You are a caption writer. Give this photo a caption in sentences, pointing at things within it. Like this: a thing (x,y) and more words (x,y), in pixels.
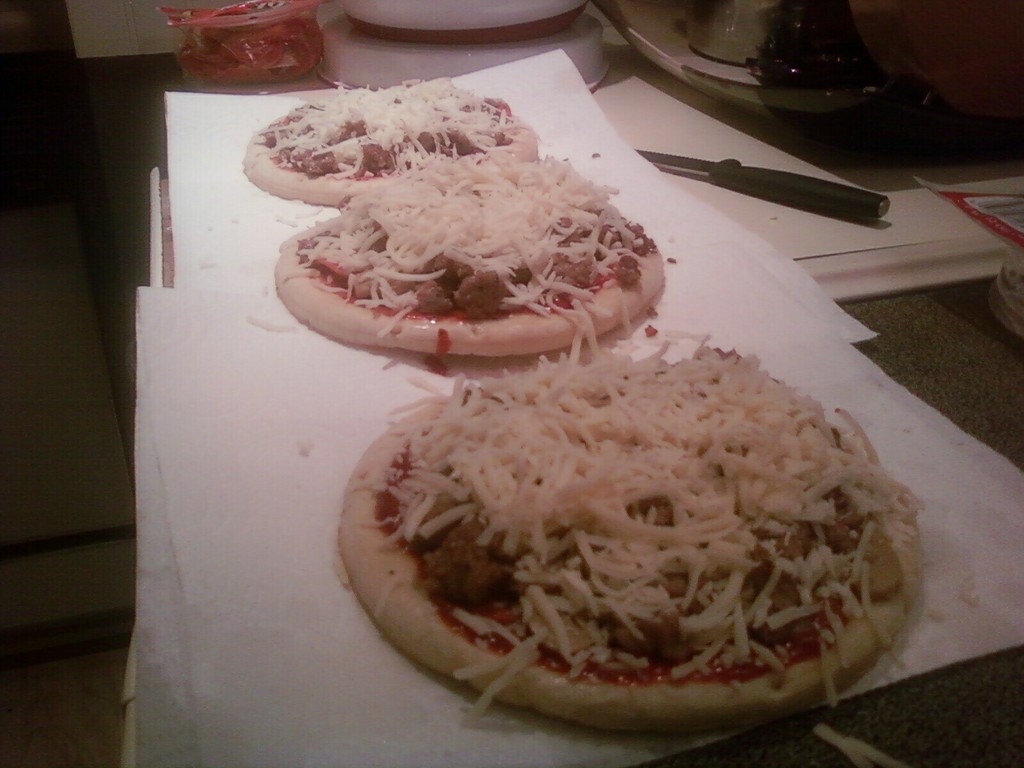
In the image we can see on table (757,753) there are pizza (478,278) which are kept and there is knife (806,200) and pizzas (370,556) are kept on paper sheet (292,704).
